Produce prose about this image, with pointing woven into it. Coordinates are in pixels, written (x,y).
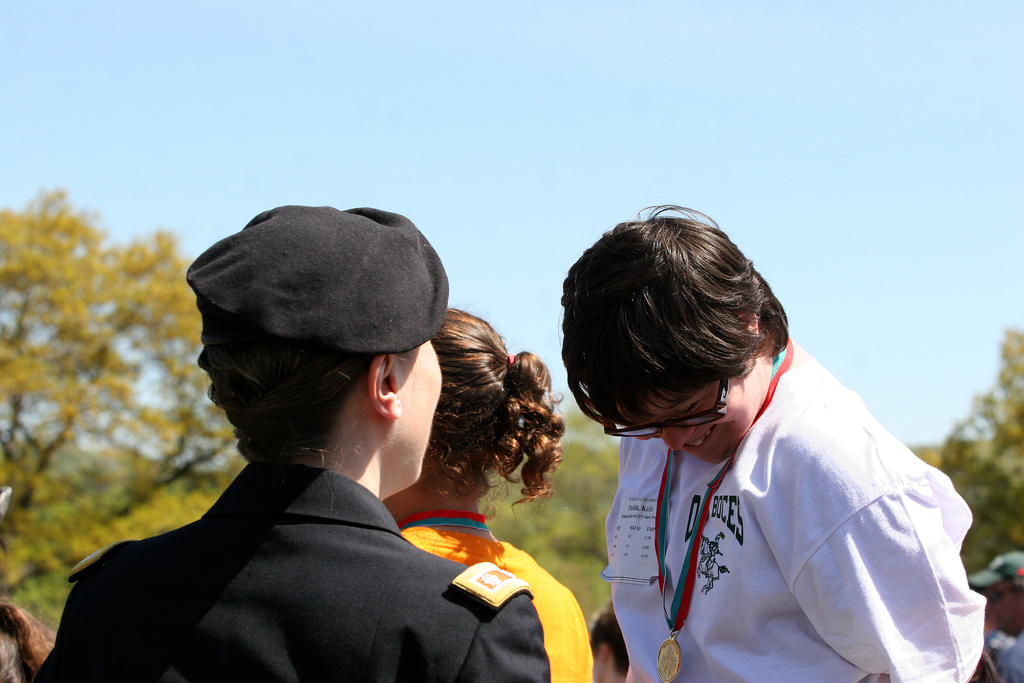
In this picture there are people (490,398) in the center of the image (587,433) and there are trees (110,283) in the background area of the image (117,294).
